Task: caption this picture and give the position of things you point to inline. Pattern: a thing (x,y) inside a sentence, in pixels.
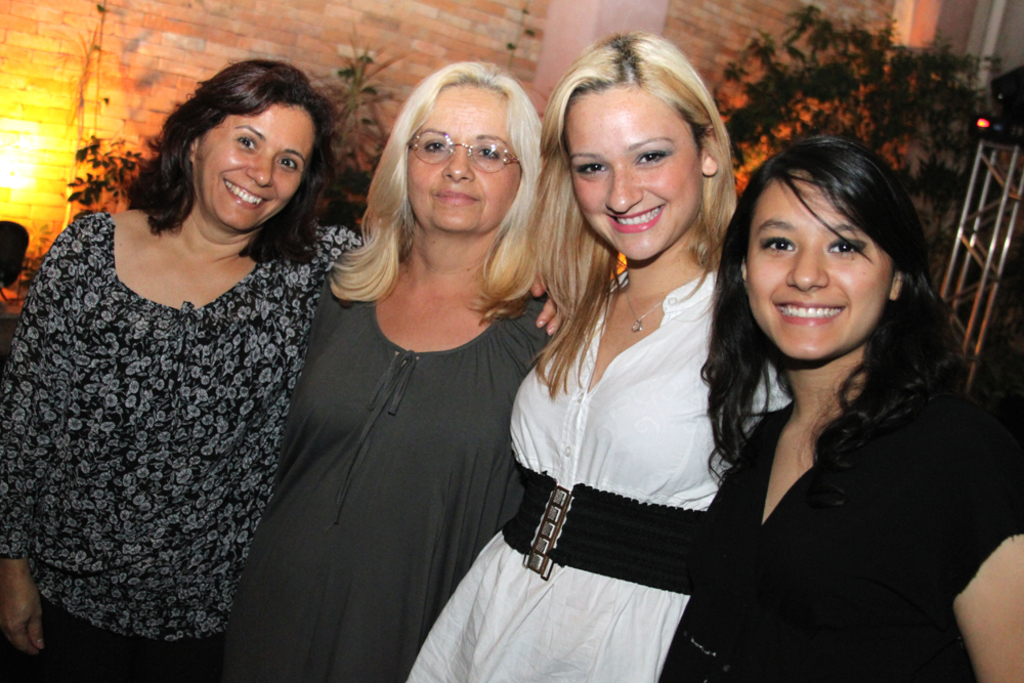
In this picture we can see four women (201,397) standing in the middle of the image (486,306), Smiling and giving a pose into the camera. Behind you can see brick wall (457,22) and some plants (840,78).
